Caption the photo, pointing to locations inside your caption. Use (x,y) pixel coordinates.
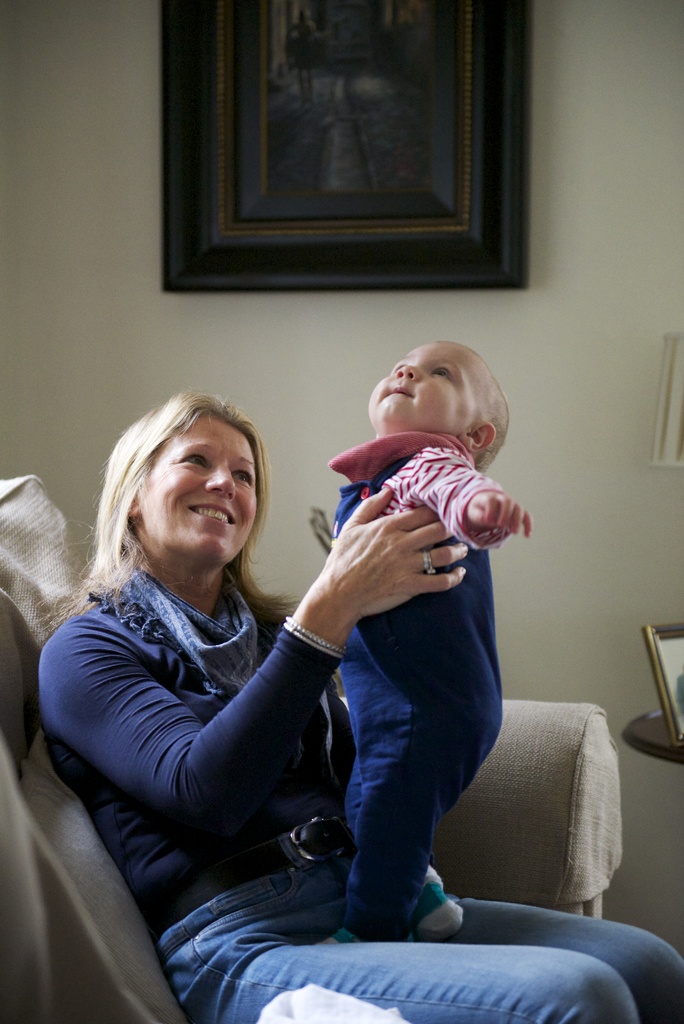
In this picture, we can see a lady (160,629) holding a child (435,696), and we can see the lady (61,752) sitting on sofa (532,834), we can see the wall (653,281) with a photo frame (394,229), we can see some objects (673,661) on the right side of the picture (673,407), like photo frame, lamp (682,411).
